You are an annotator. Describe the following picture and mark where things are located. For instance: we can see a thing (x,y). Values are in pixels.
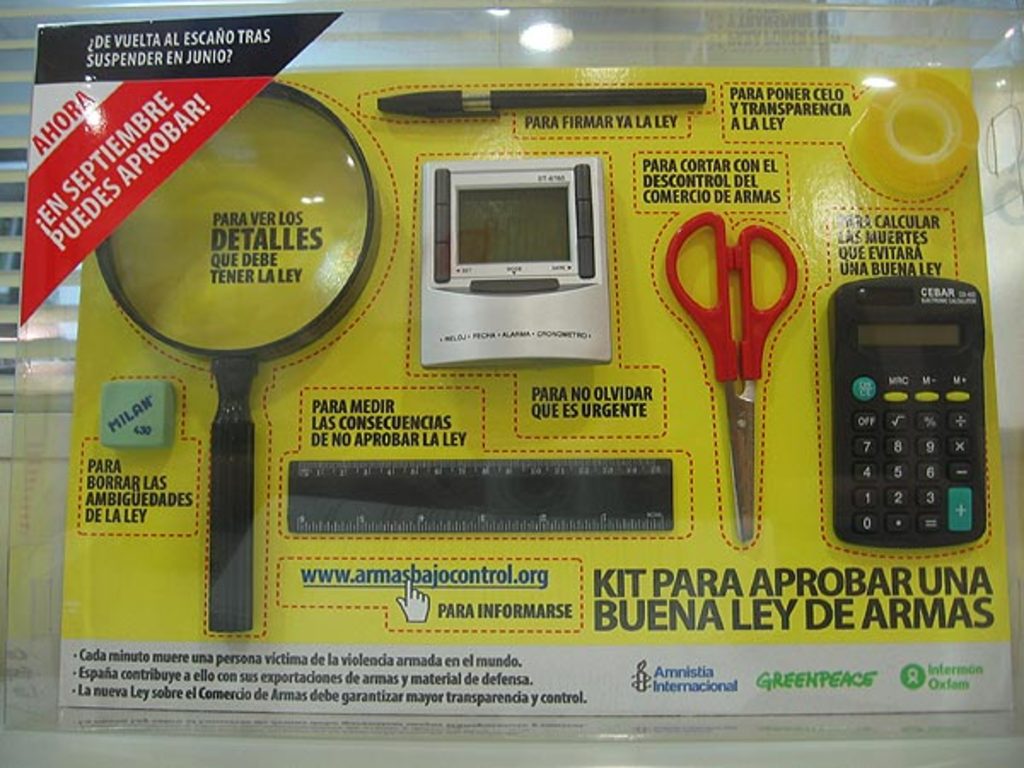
In this image we can see a packet (396,563) with text (709,572). In the packet (323,422) we can see eraser (170,414), magnifying glass (277,270), pen (486,107), scissors (725,302), scale (471,490), calculator (870,433), clear sticky tape (895,181) and a digital object (497,243).
